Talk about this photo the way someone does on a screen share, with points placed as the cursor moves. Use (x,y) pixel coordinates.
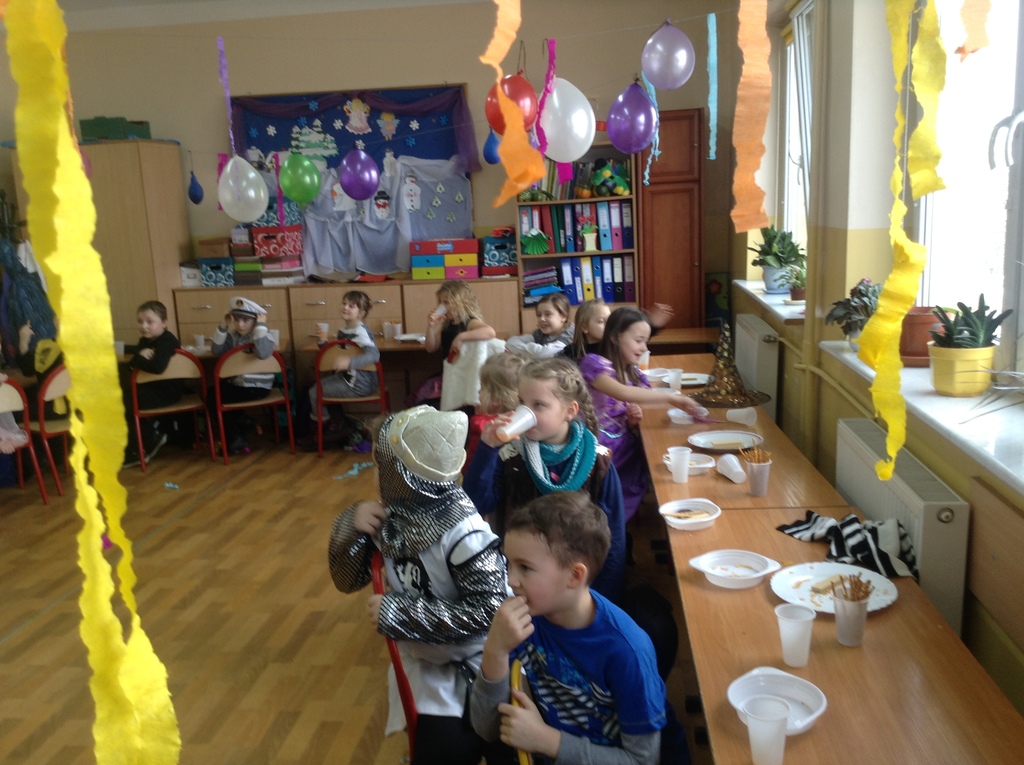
In this picture, we see many people (485,564) are sitting on the chairs (246,346). In front of them, we see a table (714,651) on which plates (881,585), bowl (764,679), glasses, spoons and some other things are placed. On the right side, we see flower pots (907,344) and windows (798,155). In the background (598,253), we see a rack (613,257) in which many books (615,258) are placed. Beside that, we see a table (334,280) on which boxes (295,258) and some other things (303,272) are placed. On the left side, we see a cupboard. This picture might be clicked in the classroom (401,217) and this room (388,220) is decorated with balloons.
